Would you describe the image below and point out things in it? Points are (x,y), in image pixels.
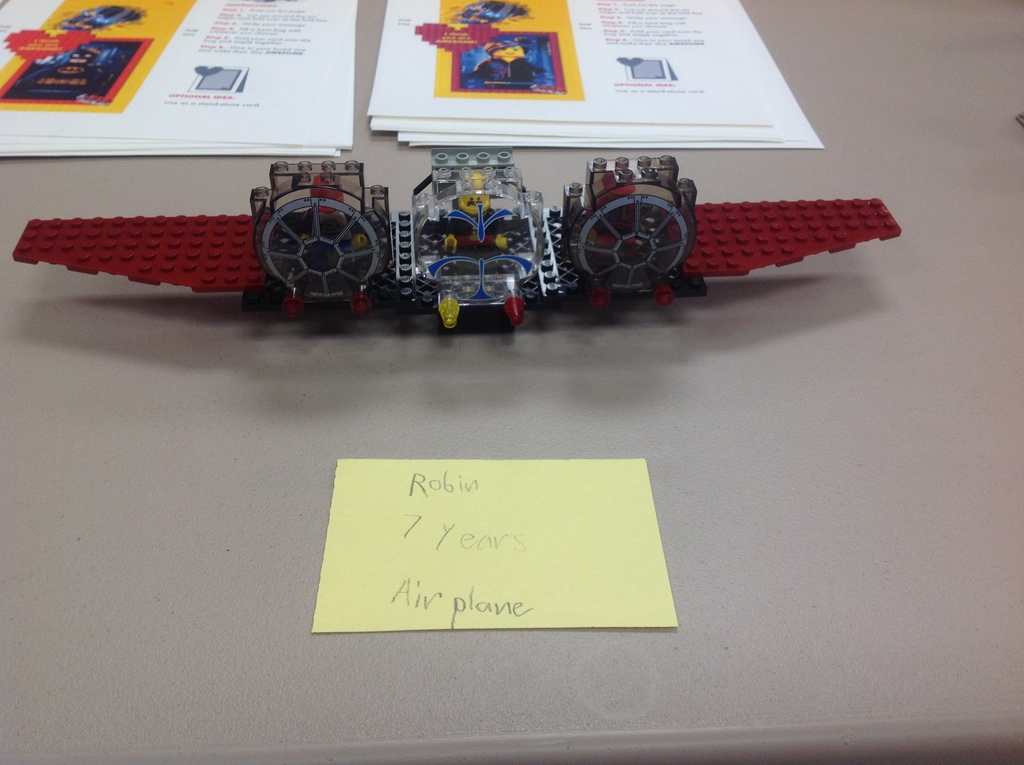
In the center of the image (514,411) we can see one object (68,686). On that object (672,462), we can see a toy (689,203) and papers (493,527) with some text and some images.
